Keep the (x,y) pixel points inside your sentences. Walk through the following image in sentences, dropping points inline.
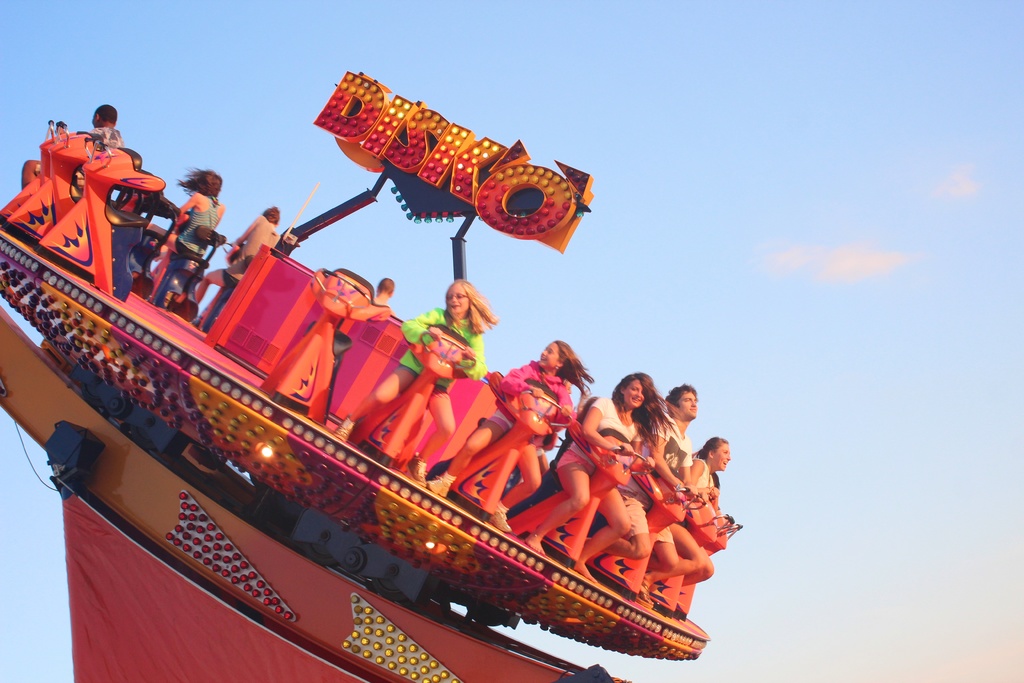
In this picture there are people (560,376) sitting on a ride (112,157) and we can see board (569,182). In the background of the image (823,186) we can see the sky (829,231).
